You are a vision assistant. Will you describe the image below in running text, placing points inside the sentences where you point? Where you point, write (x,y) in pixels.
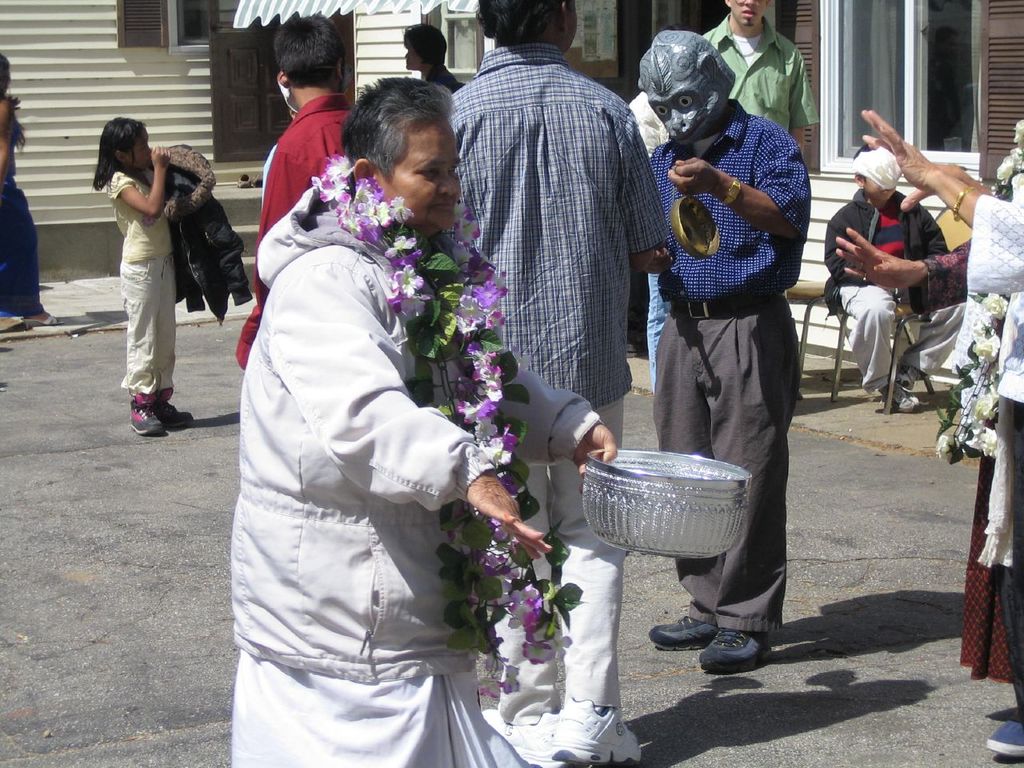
In the foreground of this image (382,441), there is a man (348,504) wearing coat (376,308) and garland (435,287) is holding a bowl (659,489) like an object (700,497). On the right (1007,445), there is a person (1009,505) wearing garland (988,340). In the background (571,174), there are persons (748,149) walking and standing by holding objects (681,213) and also a man (897,217) sitting on the chair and a building (178,25) in the background (185,13).
